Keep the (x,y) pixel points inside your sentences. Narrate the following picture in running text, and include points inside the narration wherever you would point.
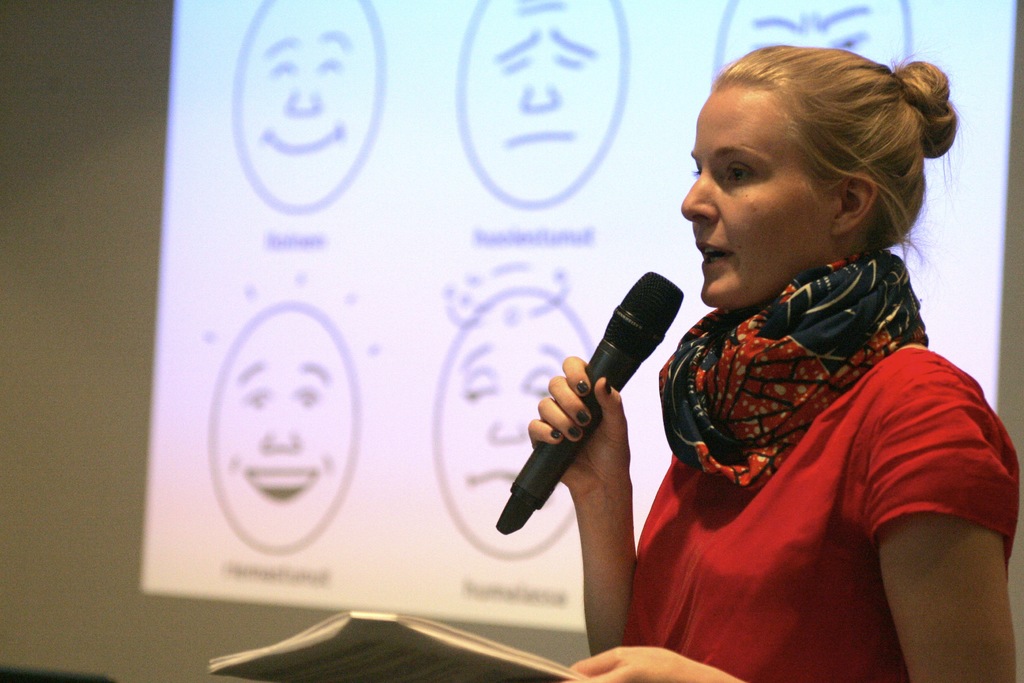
In this image we can see a person (787,502) speaking into a microphone (590,407). A person (569,414) is holding an object (467,657) in the image. There is a projector screen (456,380) in the image. We can see the human faces (476,311) on the screen (436,369).
